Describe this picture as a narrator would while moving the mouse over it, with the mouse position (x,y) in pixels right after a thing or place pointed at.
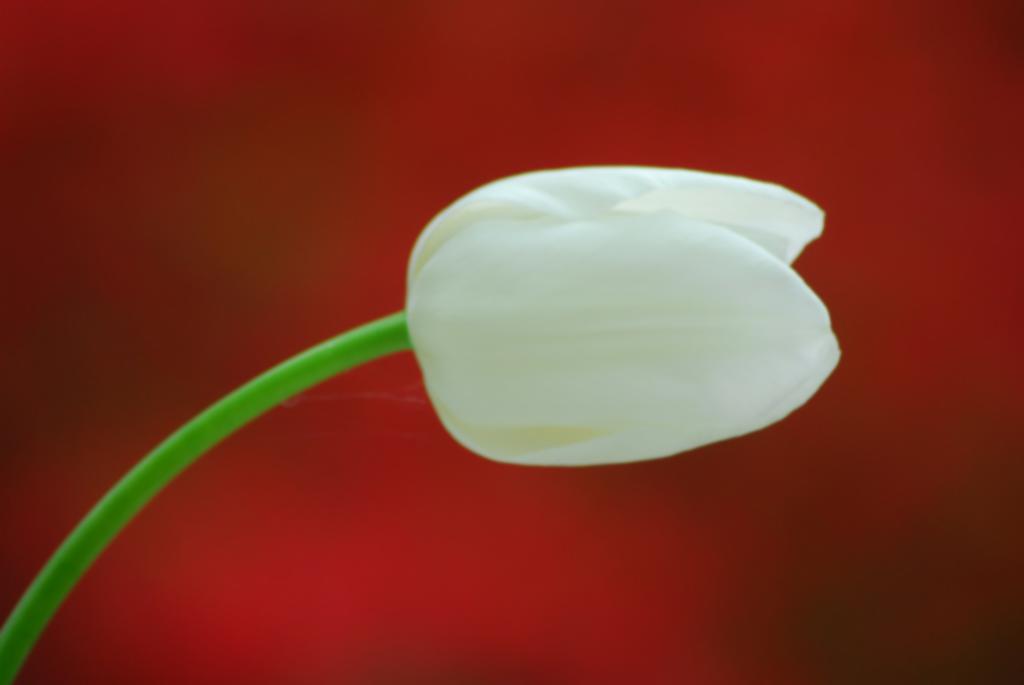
In the picture we can see flower (584,341) which is in white color.
